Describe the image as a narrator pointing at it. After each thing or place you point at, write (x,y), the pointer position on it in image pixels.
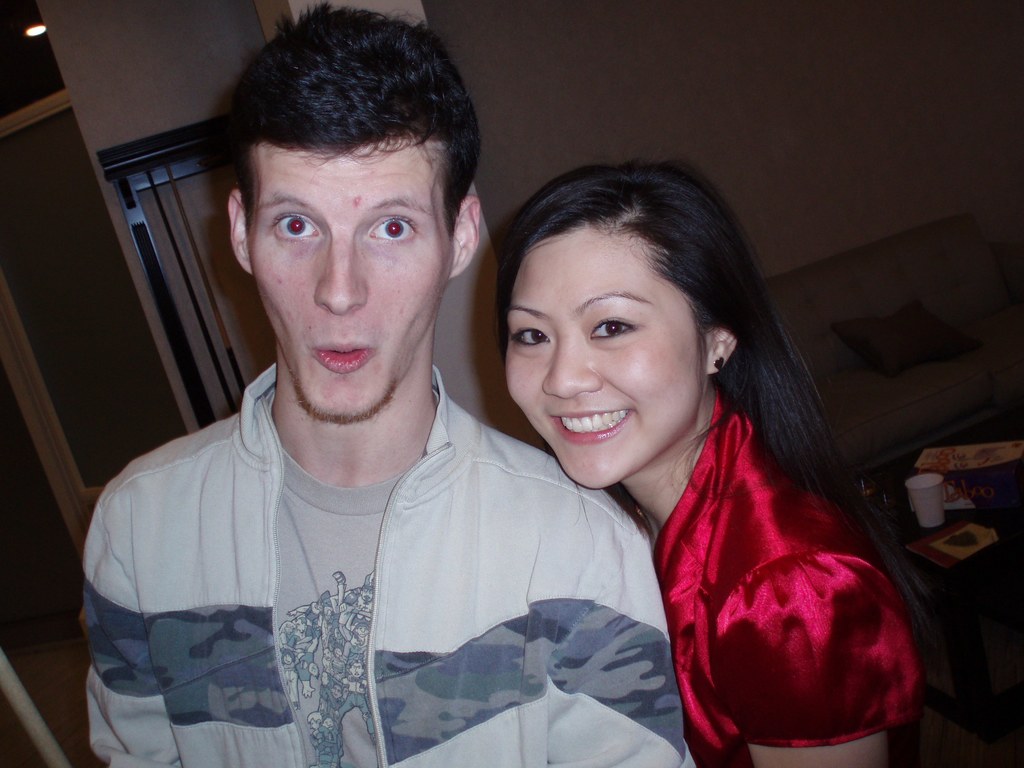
In the picture we can see a man (132,665) and a woman (784,715) standing together, woman (747,714) is wearing a red color dress (766,716) and she is smiling and a man (524,570) is wearing a white color hoodie (532,558) and a T-shirt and behind them we can see a wall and beside it we can see a sofa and a table (910,537) on it we can see a white color glass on it.
